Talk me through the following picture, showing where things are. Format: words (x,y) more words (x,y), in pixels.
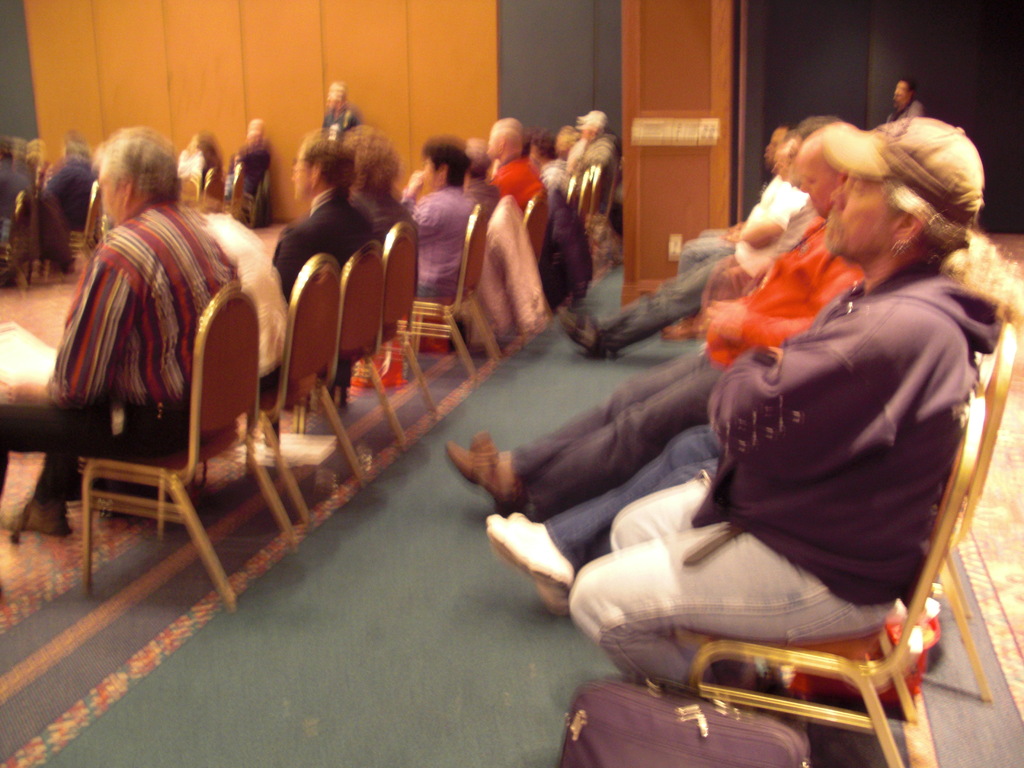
In a room (453,400) there are many people (149,312) sitting on a chairs (849,679). And to the bottom (672,725) there is a bag (628,716). And we can see a pillar (671,104).
